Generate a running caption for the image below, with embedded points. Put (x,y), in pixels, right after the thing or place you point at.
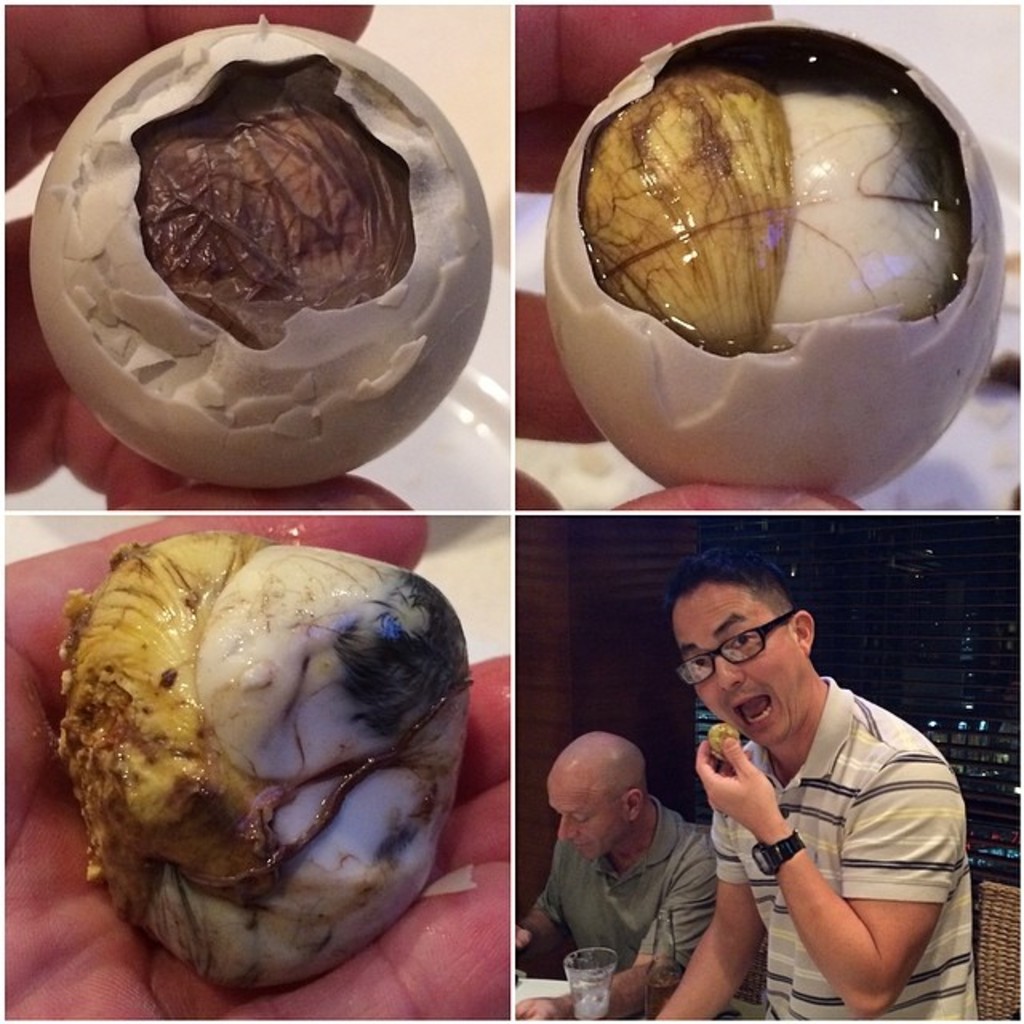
In this picture we can see a collage picture, here we can see two people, one person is holding food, here we can see a glass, pillar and some objects (301,448).
